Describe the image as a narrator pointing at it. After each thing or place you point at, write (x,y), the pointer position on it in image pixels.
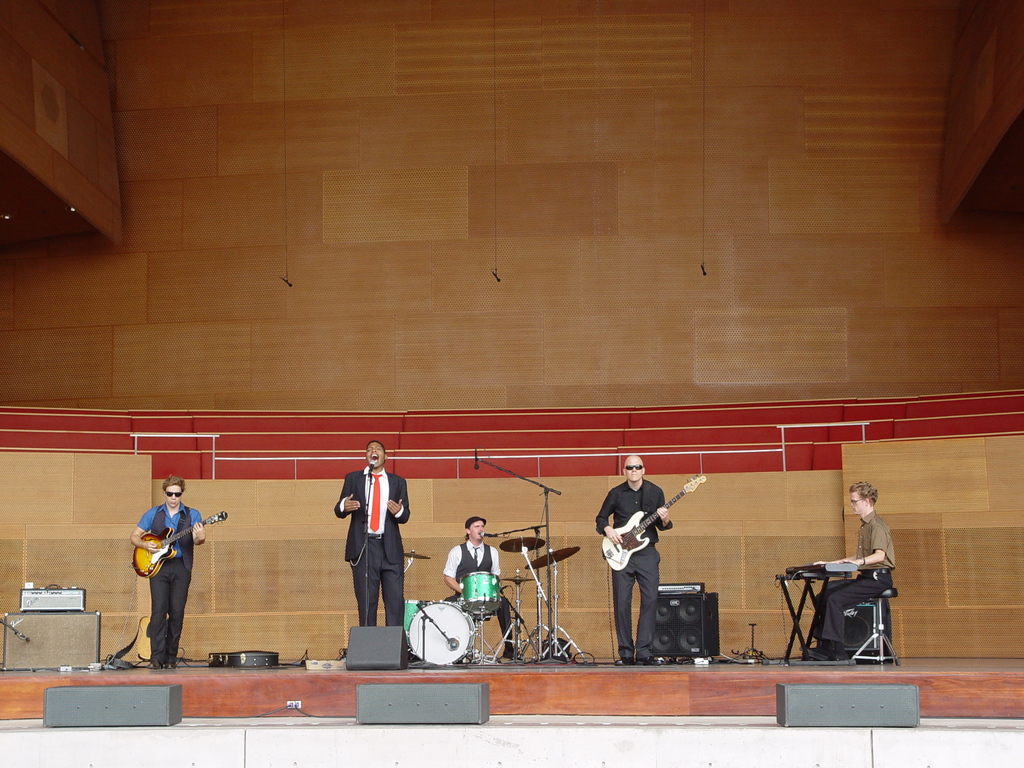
In the image we can see there are people (625,577) who are standing and they are playing musical instrument (836,570) on the stage (573,694).
